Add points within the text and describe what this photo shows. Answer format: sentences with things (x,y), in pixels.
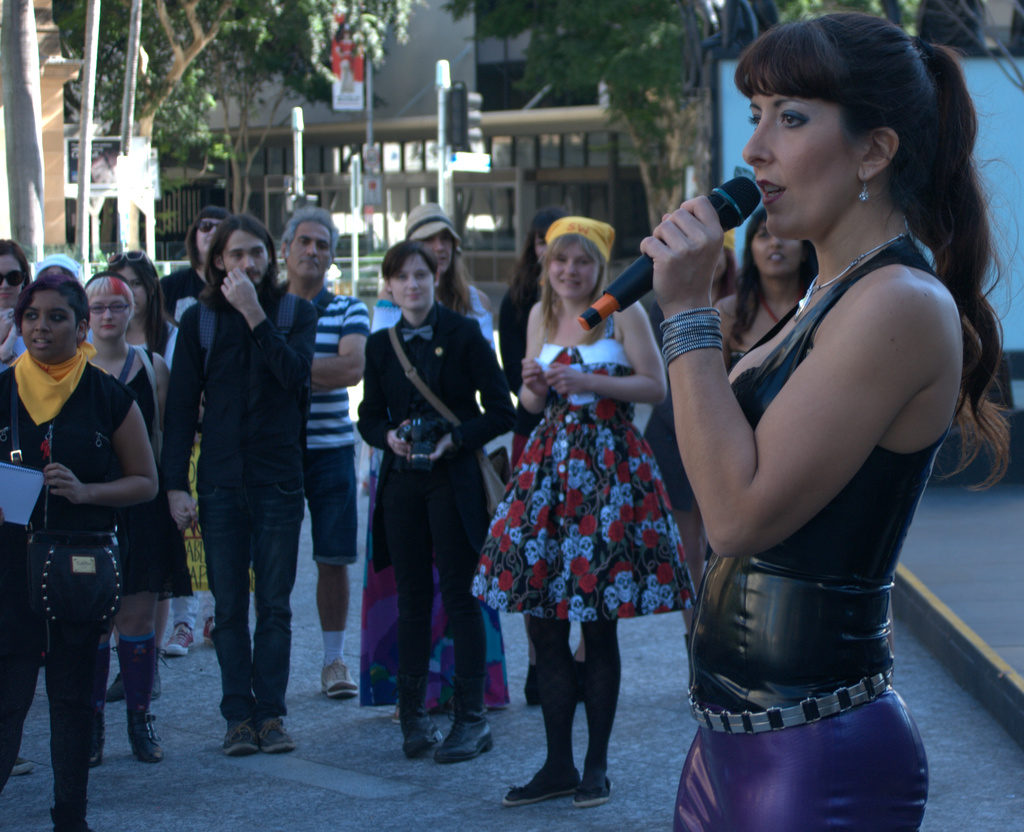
In front of the image there is a person (986,372) holding the mike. Behind her there are a few other people (517,360) standing on the road (616,753). In the background of the image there are traffic lights (464,148), poles (373,147). There are boards (456,160). There are trees (301,65) and buildings (434,97).
